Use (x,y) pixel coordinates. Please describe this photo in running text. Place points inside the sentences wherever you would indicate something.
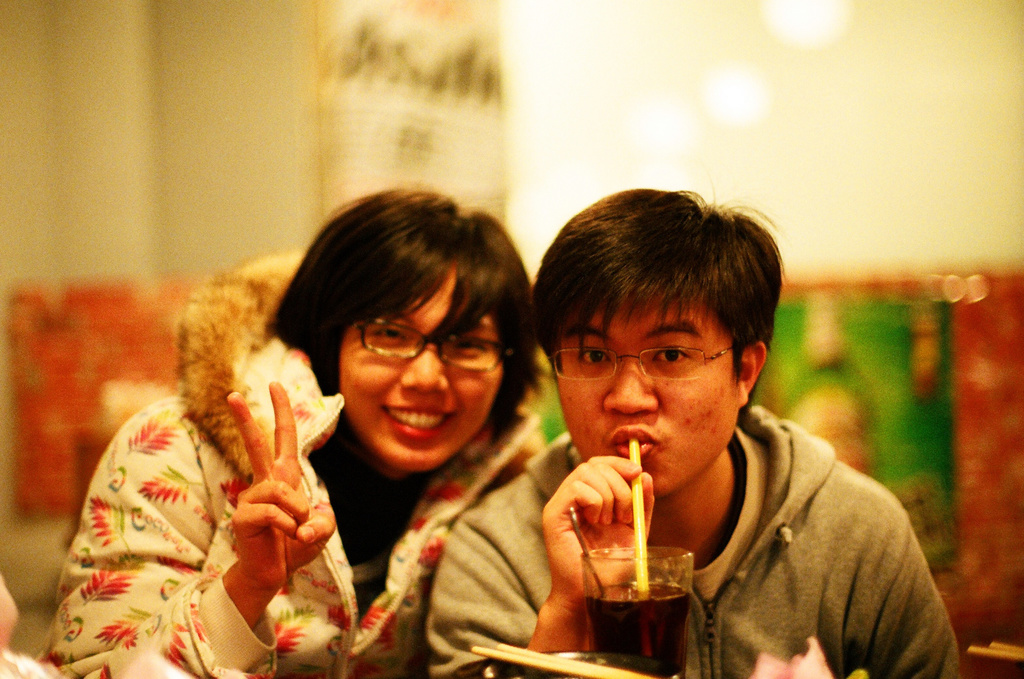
In this image, there are a few people (607,399). Among them, we can see a person (601,496) drinking some liquid (657,591). We can see the blurred background (850,11) and some objects (161,663) at the bottom (535,665).
